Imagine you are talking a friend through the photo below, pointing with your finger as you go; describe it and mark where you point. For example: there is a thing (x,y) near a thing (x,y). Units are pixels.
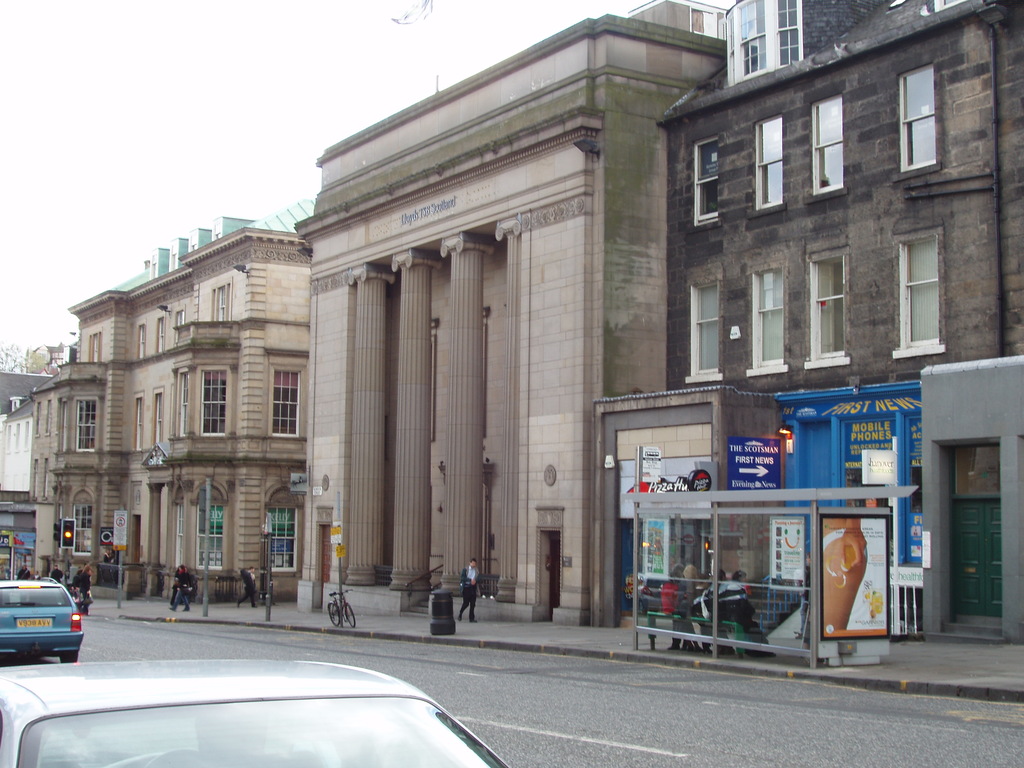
This image is taken outdoors. At the bottom of the image (618,698) there is a road (607,743) and a car (236,680) is parked on the road (658,720). In the middle of the image (620,323) there are a few buildings (316,441) with walls (232,418), windows (221,399), pillars (399,463), doors (990,508), grills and roofs (118,287). There is a bus stop (842,566) on the sidewalk (1017,673). There are a few boards (730,446) with text (847,465) on them. A few people (477,574) are walking on the sidewalk (490,634). On the left side of the image (25,627) a car (50,598) is moving on the road (427,656).
